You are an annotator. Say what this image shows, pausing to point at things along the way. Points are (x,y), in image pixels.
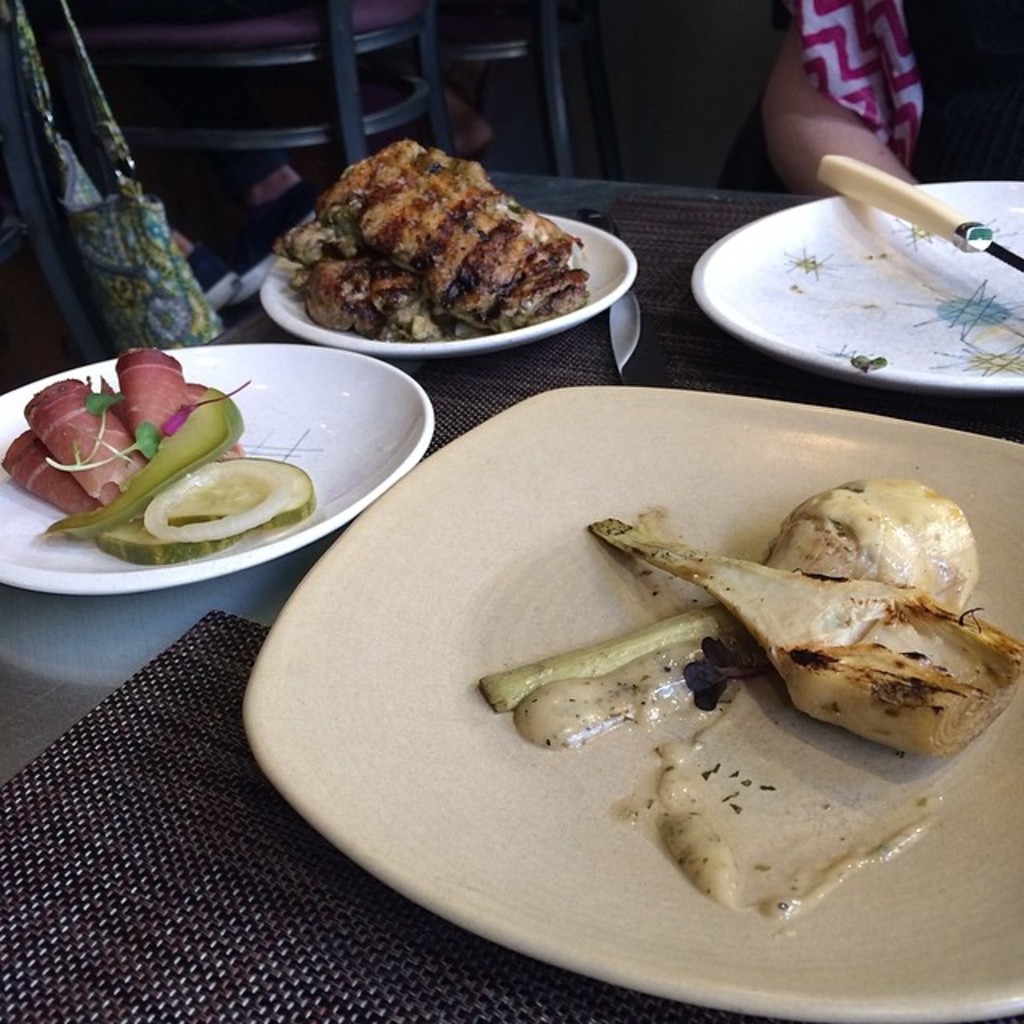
In this picture we can see few plates (803,425) and a knife (632,351) on the table (300,569), we can see food (343,270) in the plates (703,585), in the top right hand corner (866,99) we can see a person (875,82) and we can find a bag (146,272) in the top left hand corner (154,259).
